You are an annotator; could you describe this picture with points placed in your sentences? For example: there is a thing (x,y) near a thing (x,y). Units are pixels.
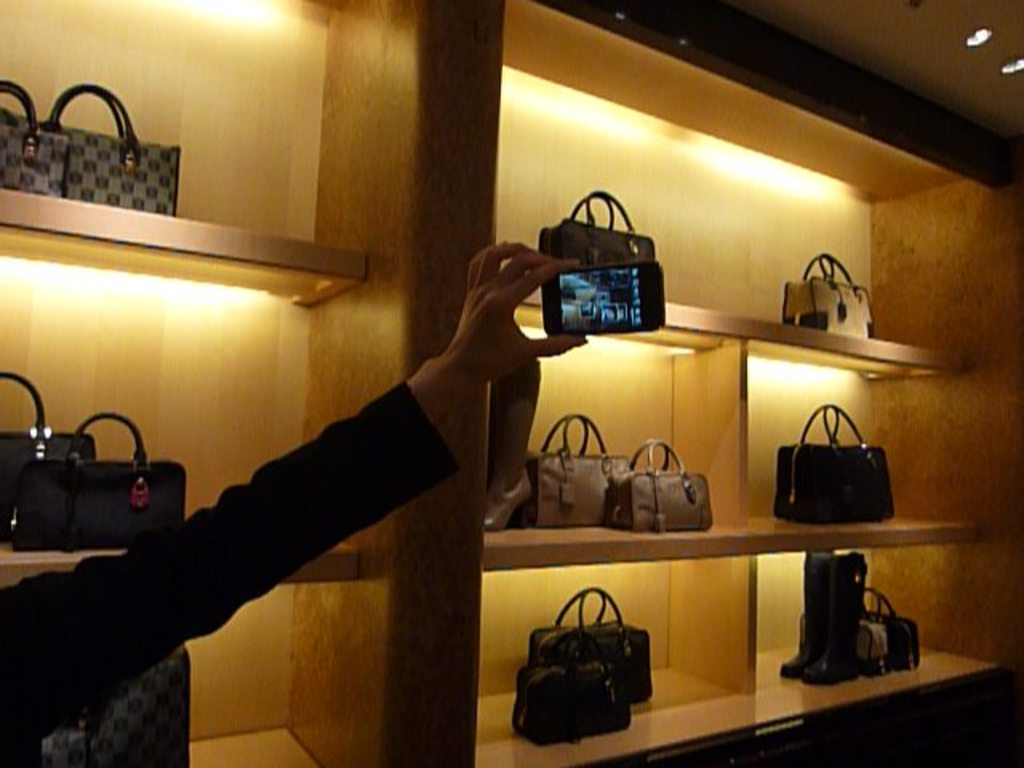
A person (171,642) is holding a phone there are hand bags (593,245) on the shelves (208,227) and also lights (808,181).
